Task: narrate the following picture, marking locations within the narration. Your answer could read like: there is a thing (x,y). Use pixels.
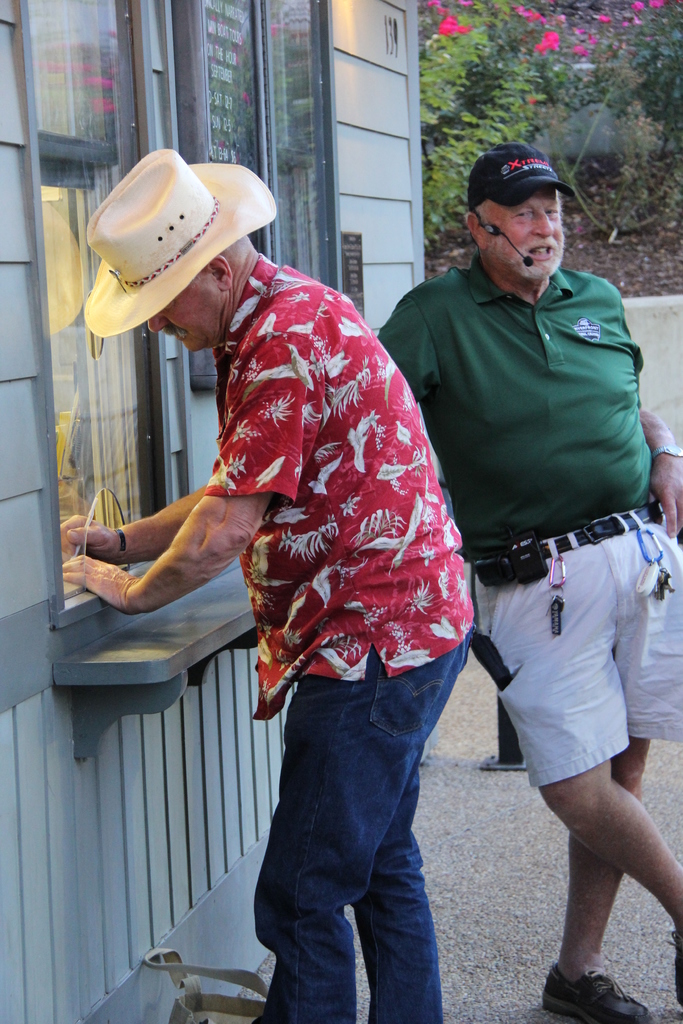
In this image, I can see two persons (416,545) standing. On the left side of the image (53,604), there is a wall (52,697) with glass windows (70,274). In the background (430,108), I can see the plants (672,28) with flowers (461,4).
